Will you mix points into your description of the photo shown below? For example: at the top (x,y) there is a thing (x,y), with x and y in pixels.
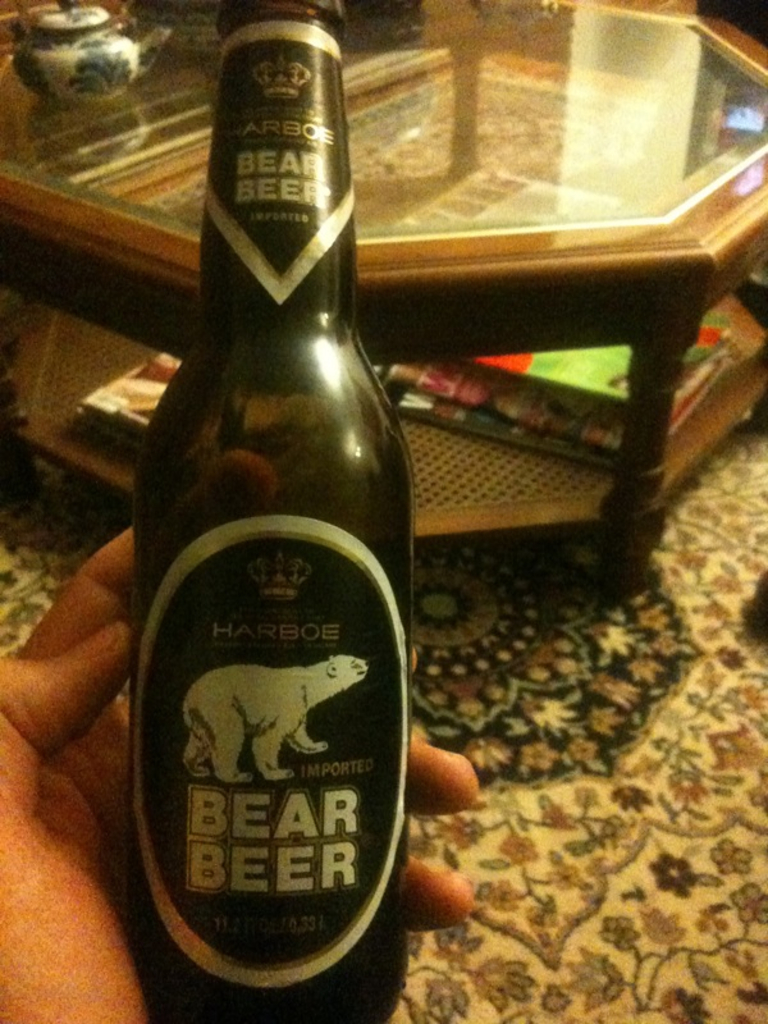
In this image I see a person's hand (13,967) he is holding a bottle (334,1020). In the background (151,3) I see a table (38,307) on which there are few books (704,336) and a utensil (107,86).
